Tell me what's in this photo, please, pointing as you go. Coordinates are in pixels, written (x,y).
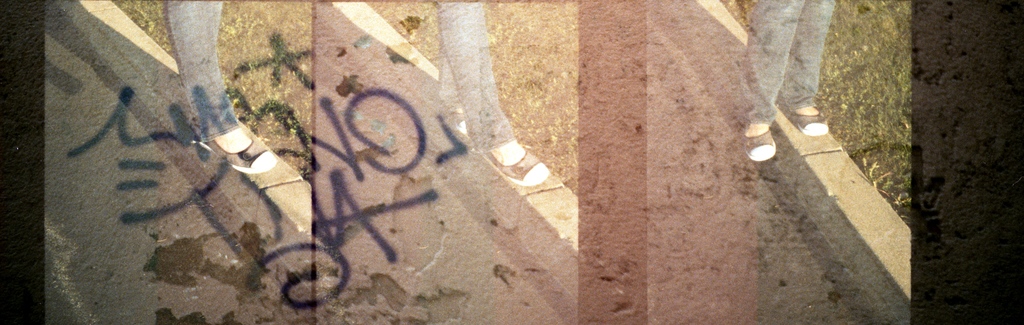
In this image, on the right side (781,32), we can see the legs (823,115) of a person (826,128) which are covered with shoe (772,148). On the right side (857,69), we can also see a grass (898,161). In the middle of the image (512,171), we can see the legs (454,70) of a person (460,10) covered with shoes (521,180) and standing on the curb (544,218). On the right side (889,39), we can also see a grass (550,81). On the left side (338,224), we can see some text (457,146) written on the image and the legs (210,92) of a person (233,135) walking on the curb (291,214). On the right side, we can also see a grass (256,82). On the left side (248,214), we can see a road (222,281) on all the side. On the right side (1011,129) and left side (29,195), we can also see black color.
